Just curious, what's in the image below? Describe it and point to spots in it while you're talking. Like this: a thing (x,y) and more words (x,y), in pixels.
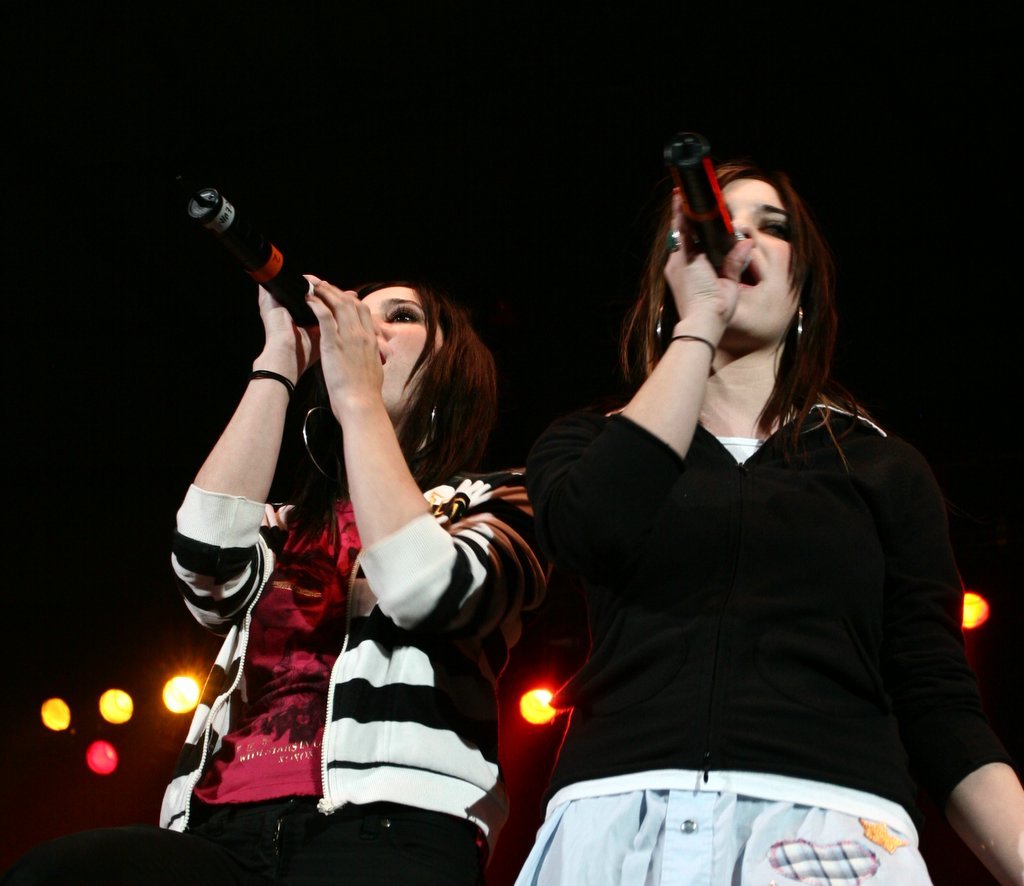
In this image we can see two women (334,745) wearing black and white color dress (473,614) respectively standing and holding microphones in their hands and in the background of the image (92,765) we can see some lights (116,714).
